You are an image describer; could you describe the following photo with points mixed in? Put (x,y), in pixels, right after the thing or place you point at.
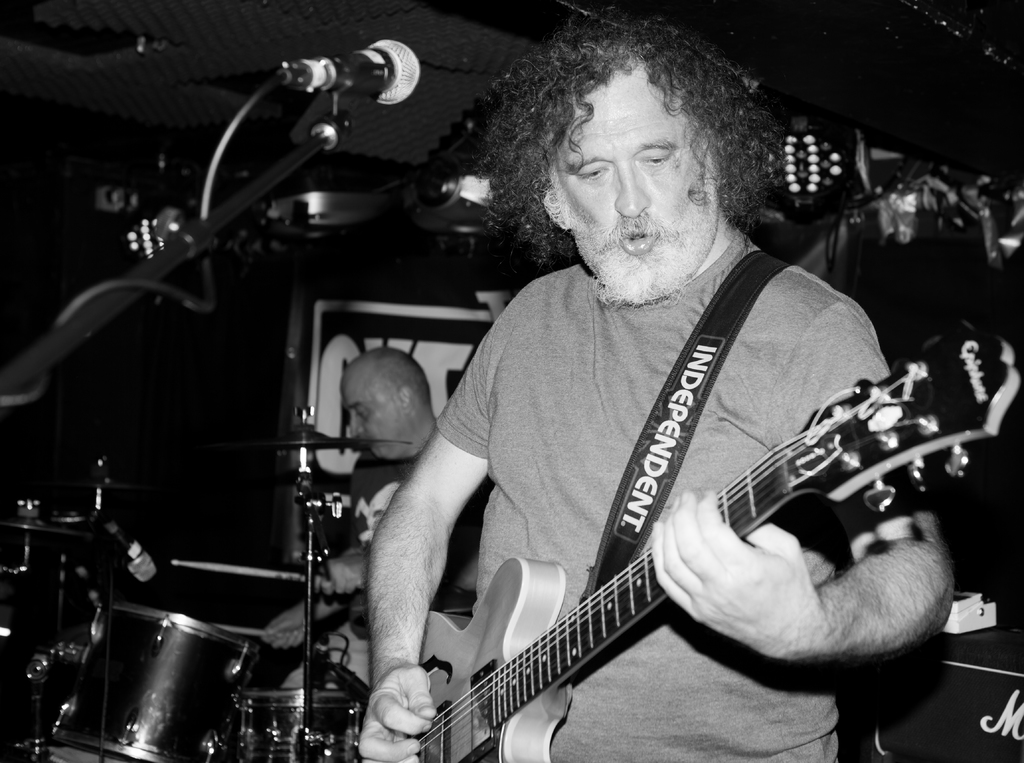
In this image in the center (595,386) there is one man (545,467) who is standing and playing guitar (895,412) it seems that he is singing. In front of him there is one mike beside him there is another person (382,411) who is sitting and he is playing drums (141,637) in front of him there are some drums (141,624).
